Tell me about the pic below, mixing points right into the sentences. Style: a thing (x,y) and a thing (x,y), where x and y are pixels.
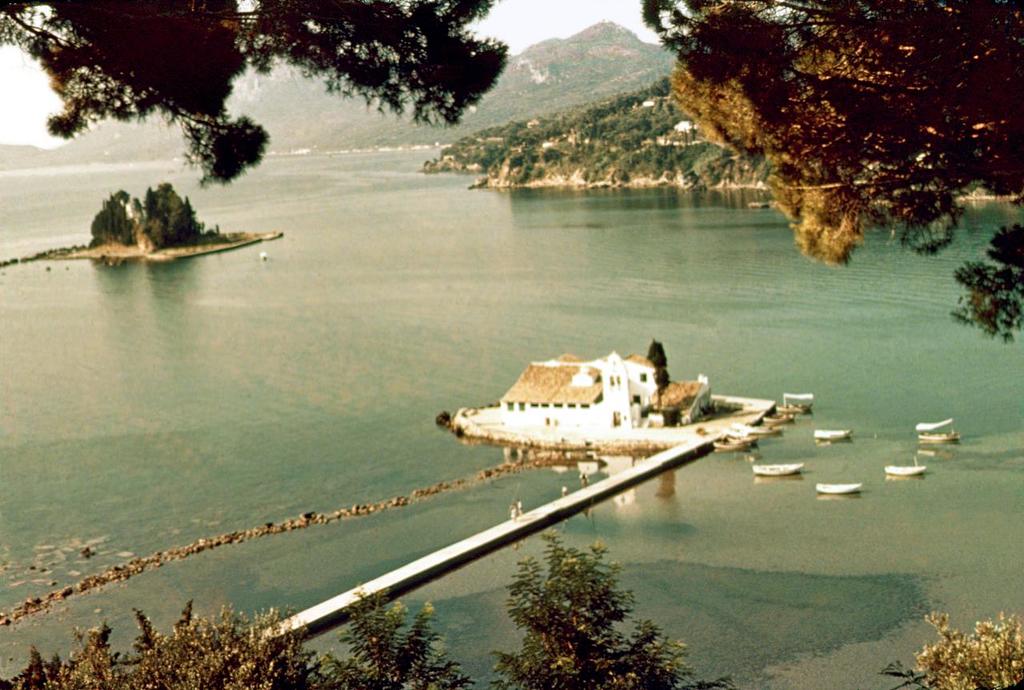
In this picture there are boats (822,432) and there is a building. At the back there are trees (981,86) and there are trees (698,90) on the mountains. At the top (572,24) there is sky (556,16). At the bottom (175,501) there is water (287,379) and sand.
